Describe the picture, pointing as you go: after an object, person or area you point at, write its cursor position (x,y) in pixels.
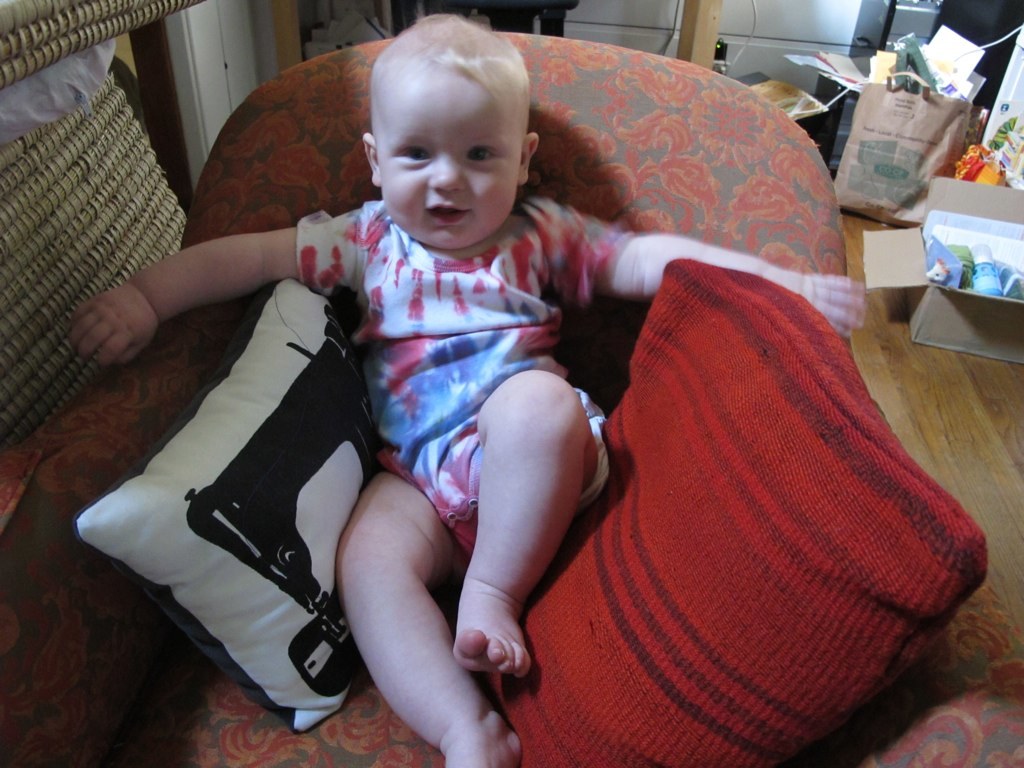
In this image, we can see a baby (457,382) is seeing, smiling and sitting on the chair (560,336). Beside the baby (551,464), we can see cushions (299,503). Background (821,19) we can see wall (805,47), wooden poles (156,38), carton box (941,293), few objects (845,71) and floor (916,411).
